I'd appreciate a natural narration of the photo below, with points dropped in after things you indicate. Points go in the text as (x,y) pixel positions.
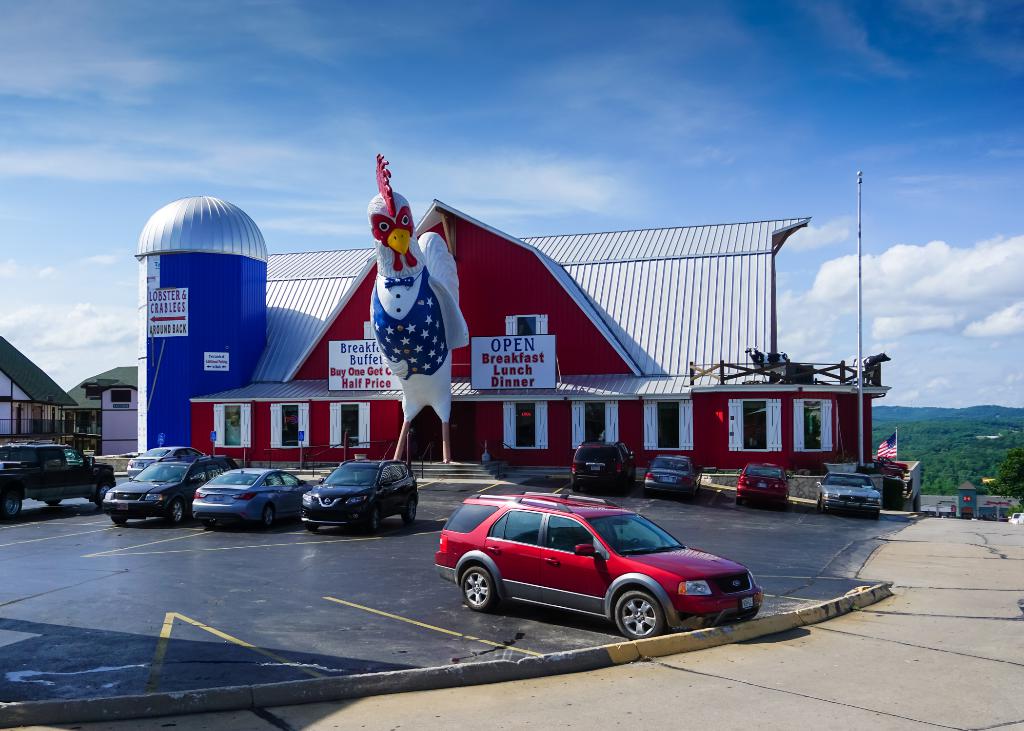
In this image we can see the buildings (569,333). On the building (255,392) we can see boards (524,369) with text (223,367). In front of the boards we can see a pole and vehicles (594,505). On the right side (960,432), we can see the trees (975,451) and mountains (934,409). At the top (472,129) we can see the sky (363,121).
